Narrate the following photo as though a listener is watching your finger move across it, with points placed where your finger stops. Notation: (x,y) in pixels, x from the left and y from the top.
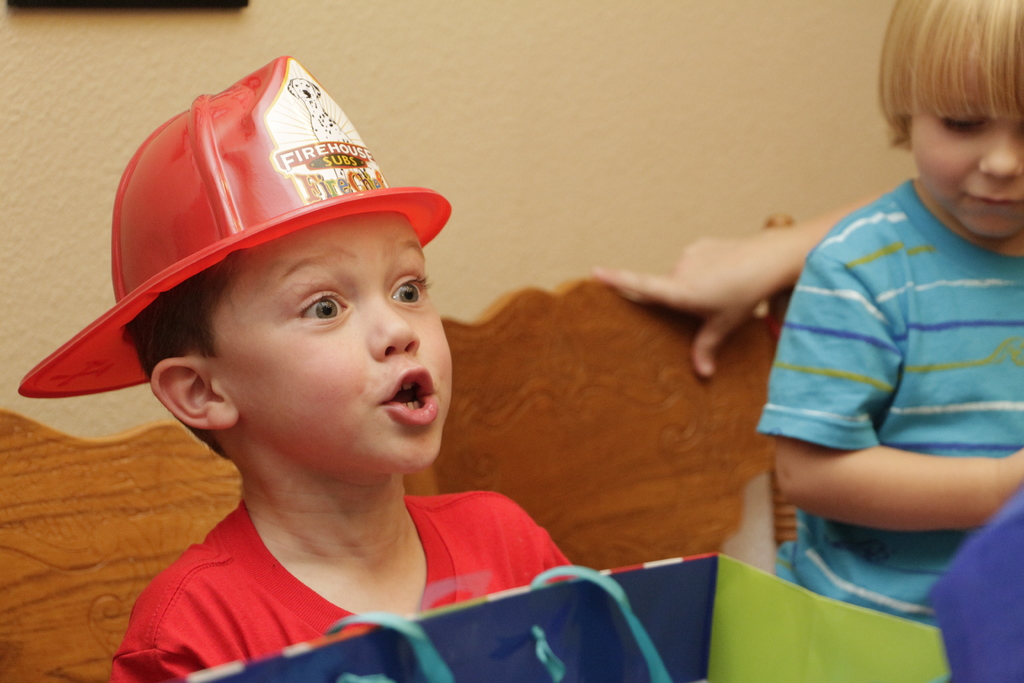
In this picture we can see two kids (431,323), a hand (720,306) of a person (701,334), some objects (918,634) and a wall (462,236) in the background (0,7).
